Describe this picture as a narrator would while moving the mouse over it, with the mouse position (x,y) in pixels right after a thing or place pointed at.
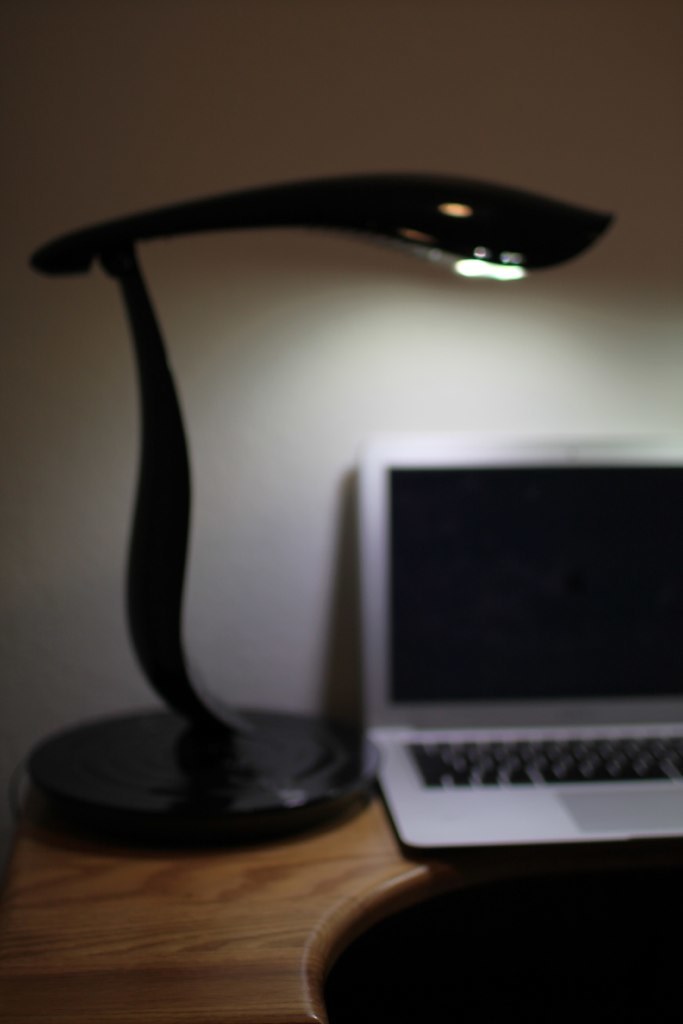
This is a picture taken in a room (339,467), this is a wooden table (199,909) on the table (198,925) there is a light (459,238) and a laptop (436,693). Background of this laptop (366,591) is a white wall (317,357).
